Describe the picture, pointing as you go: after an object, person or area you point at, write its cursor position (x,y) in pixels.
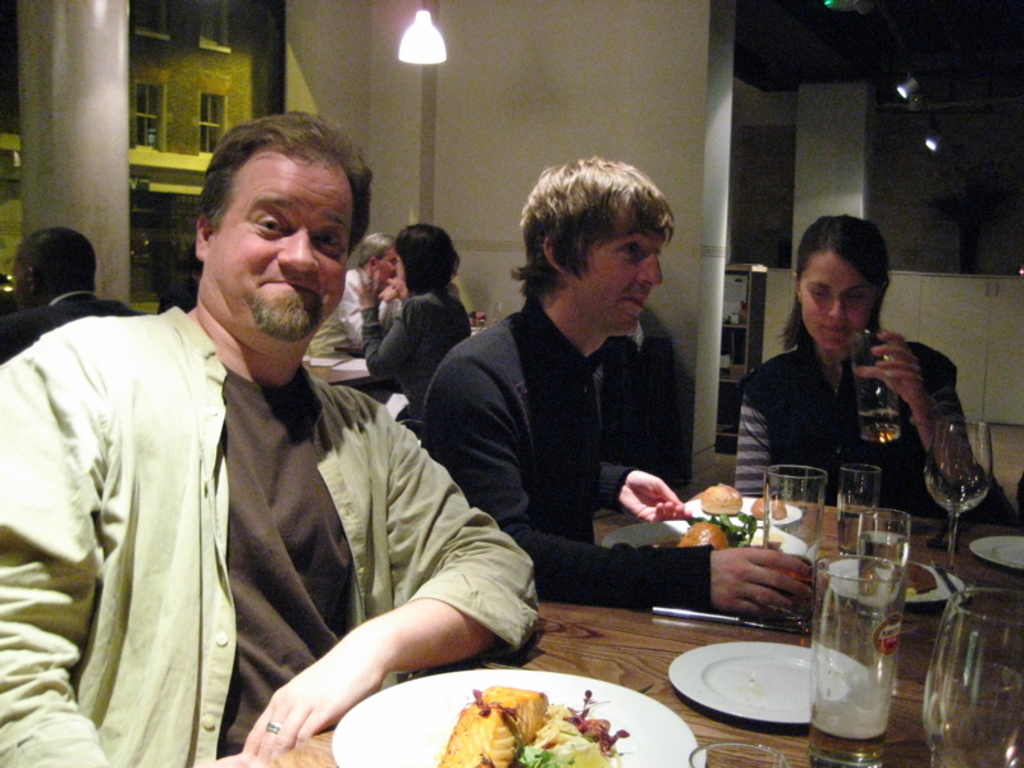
on a wooden table (676,644) there are glasses (827,638), plates (658,729) and food items (538,693) in the plates (530,679). the person (315,534) at the left (207,513) is wearing green shirt (177,706). next to him a person (480,432) is wearing black t shirt (497,370). the person (800,357) at the right (825,375) is wearing a black t shirt (812,365) and holding a glass (892,423) in her hand (906,355). at the left (49,270) there are people (39,282) sitting. behind them there is a white pillar (117,244) and a building (180,77) at its back. at the back (554,95) there is a white wall (582,91) and a light (432,54) on the top (406,44).
